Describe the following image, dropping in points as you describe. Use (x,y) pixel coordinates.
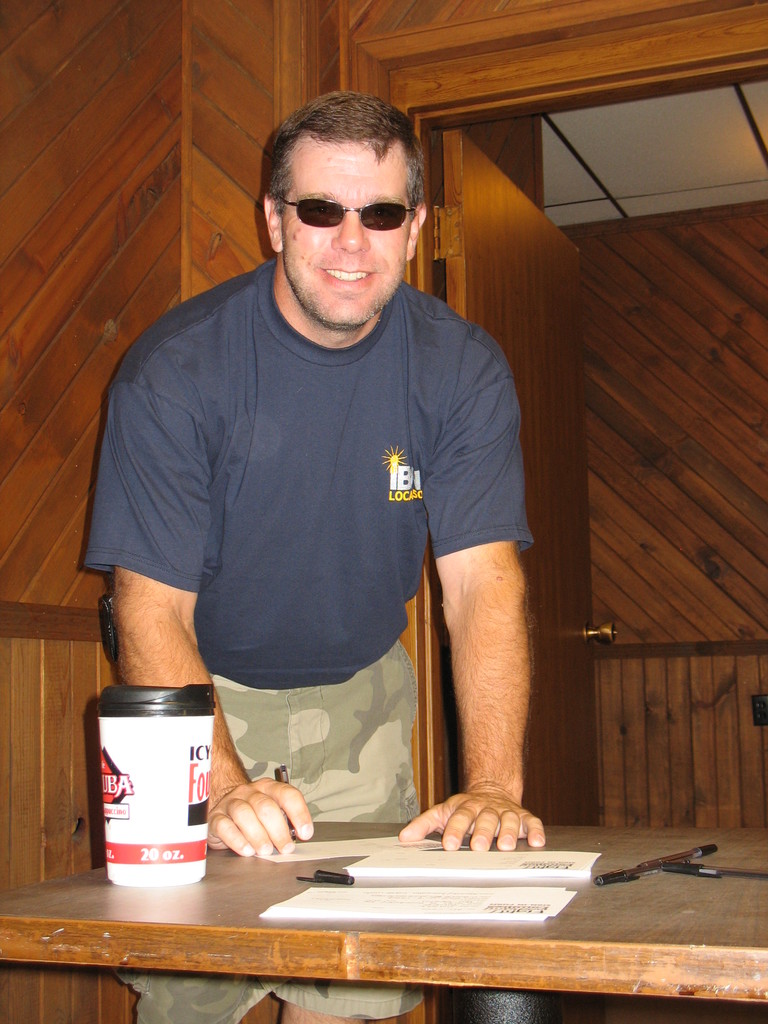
In this picture we can see a man (203,990). He has spectacles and he is smiling. This is table (651,936). On the table (645,888) there is a bottle (208,785) and papers (546,895). On the background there is a door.
